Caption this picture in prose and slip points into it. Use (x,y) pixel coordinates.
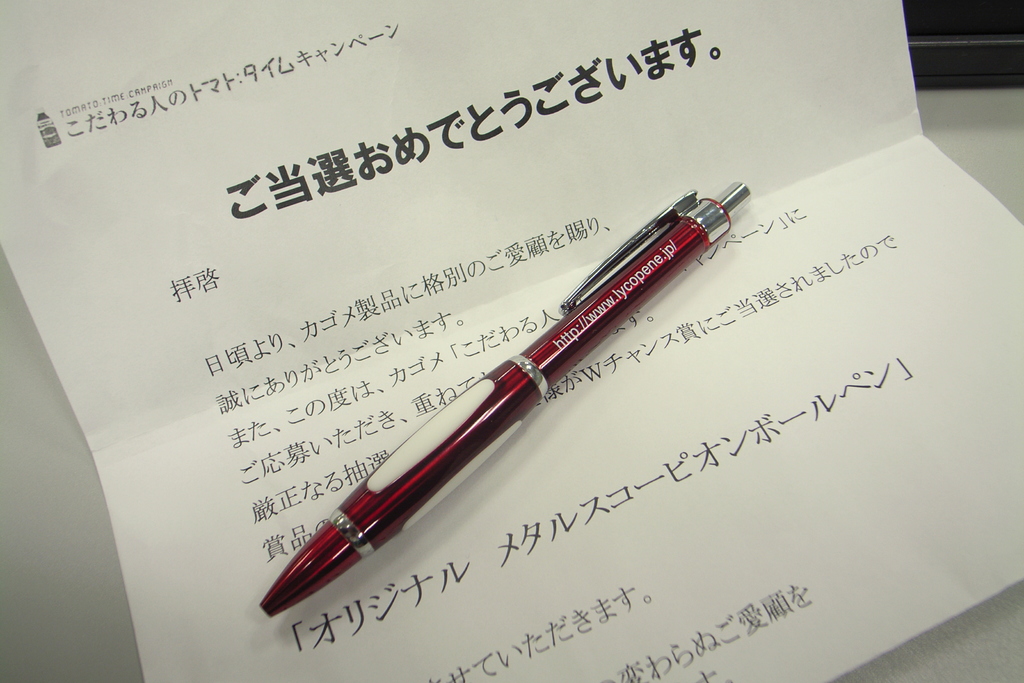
In this image I can see a red pen (458,448) on a white paper (520,338), some matter (312,637) is written on the paper (434,598).
